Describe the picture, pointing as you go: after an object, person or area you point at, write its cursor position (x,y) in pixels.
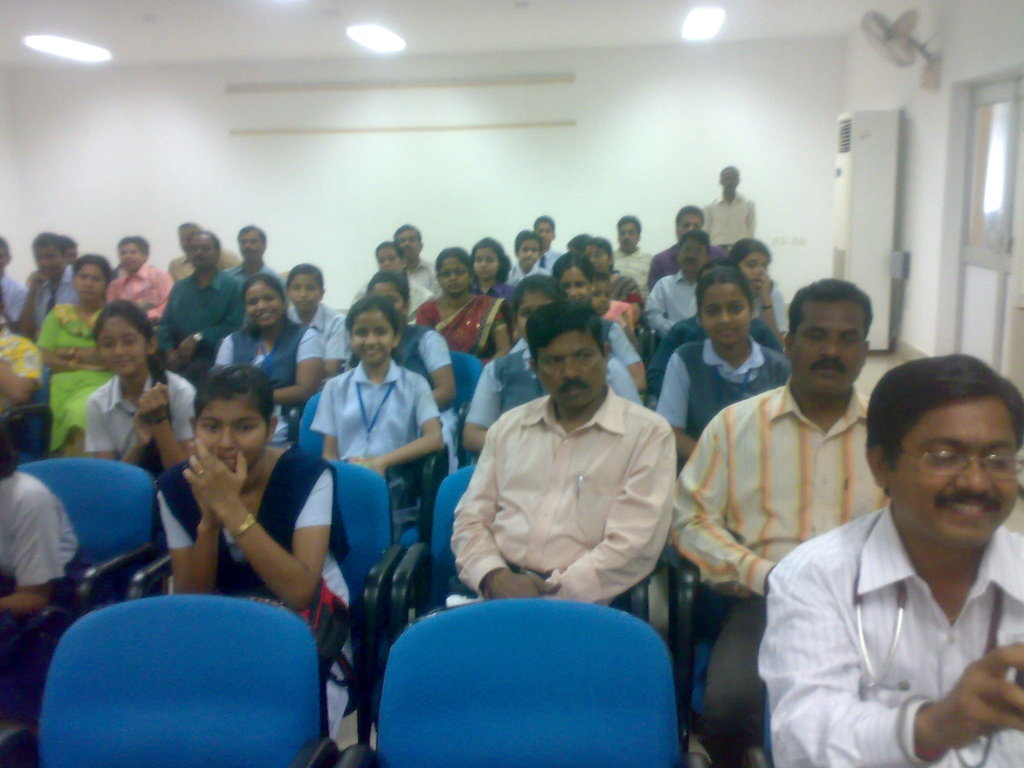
In this image there are group of persons (308,542) sitting on a chair (365,501) in a room (433,199) and at the right side of the image (863,187) there is a cooler (890,143) and wall fan (893,35).
